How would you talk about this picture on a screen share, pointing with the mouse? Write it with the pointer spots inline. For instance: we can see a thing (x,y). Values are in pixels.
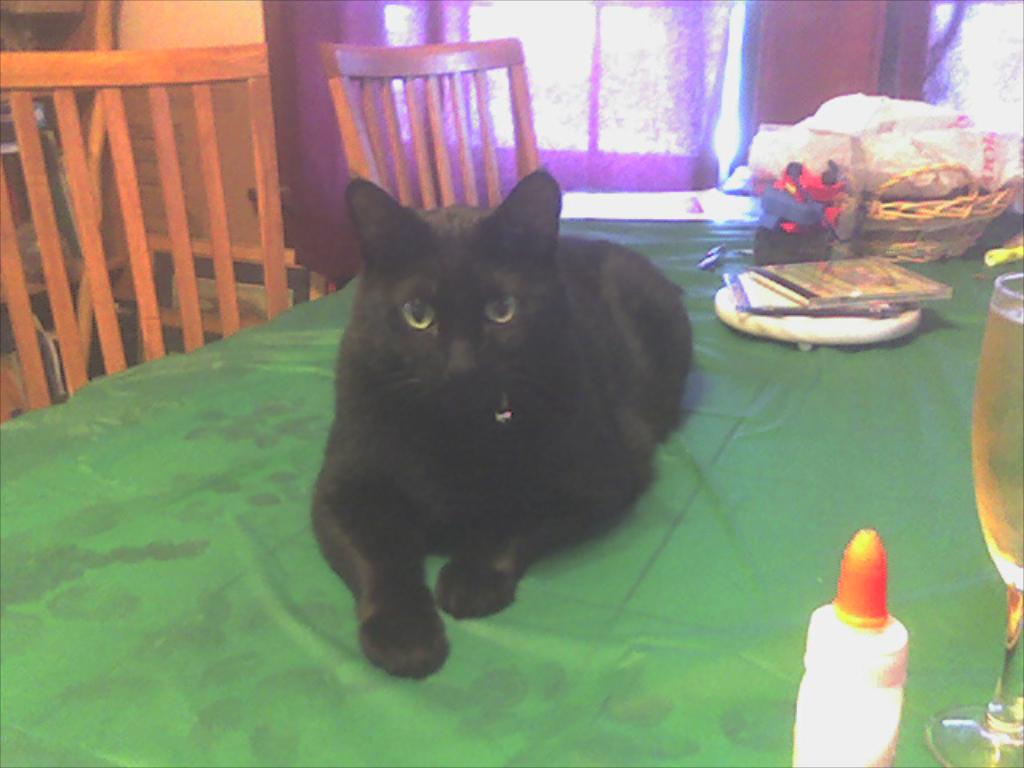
In the center of the image (433,400) we can see a black color cat (518,387) on the table (590,645) and the table (633,647) is covered with green color cover (264,646). Image also consists of a basket (925,208), cover (907,143), bottle (866,633) and a glass of wine (990,449) on the table (836,418). In the background (437,102) we can see some chairs (436,96) and also curtain (697,47).
